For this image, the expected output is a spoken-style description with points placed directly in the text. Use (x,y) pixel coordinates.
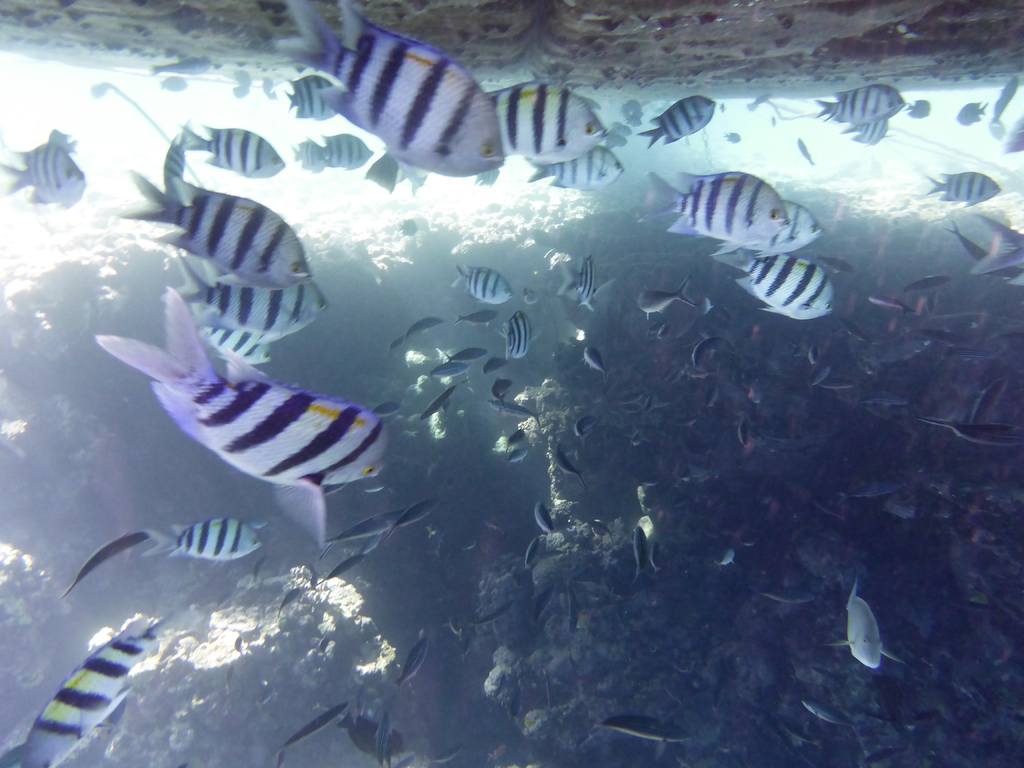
In this image, we can see some fishes (844,260) in the water (900,437).
